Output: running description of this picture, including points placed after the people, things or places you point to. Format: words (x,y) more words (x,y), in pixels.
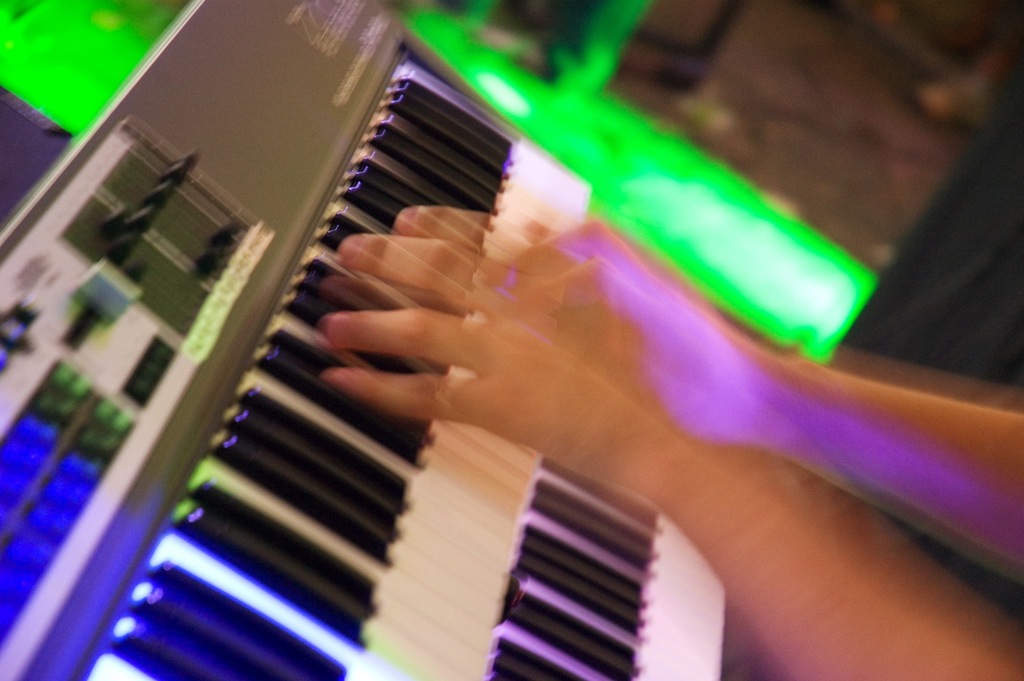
This looks like an edited image. I can see a person's hands (614,426) playing a piano (373,532). This is a keyboard (408,518). The background (777,62) looks blurry.
